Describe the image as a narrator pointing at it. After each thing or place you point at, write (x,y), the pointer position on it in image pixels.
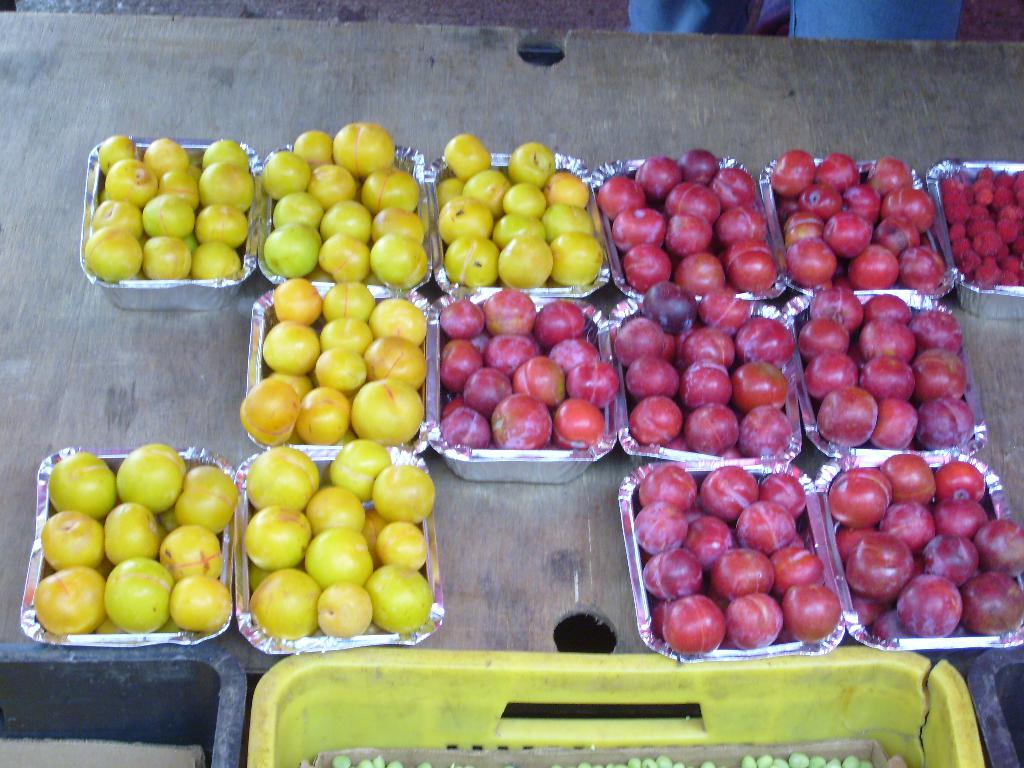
Here in this picture we can see fruits (501,375) present in boxes (248,499), that are present on a table (45,41) and we can also see plastic baskets (554,684) present.
